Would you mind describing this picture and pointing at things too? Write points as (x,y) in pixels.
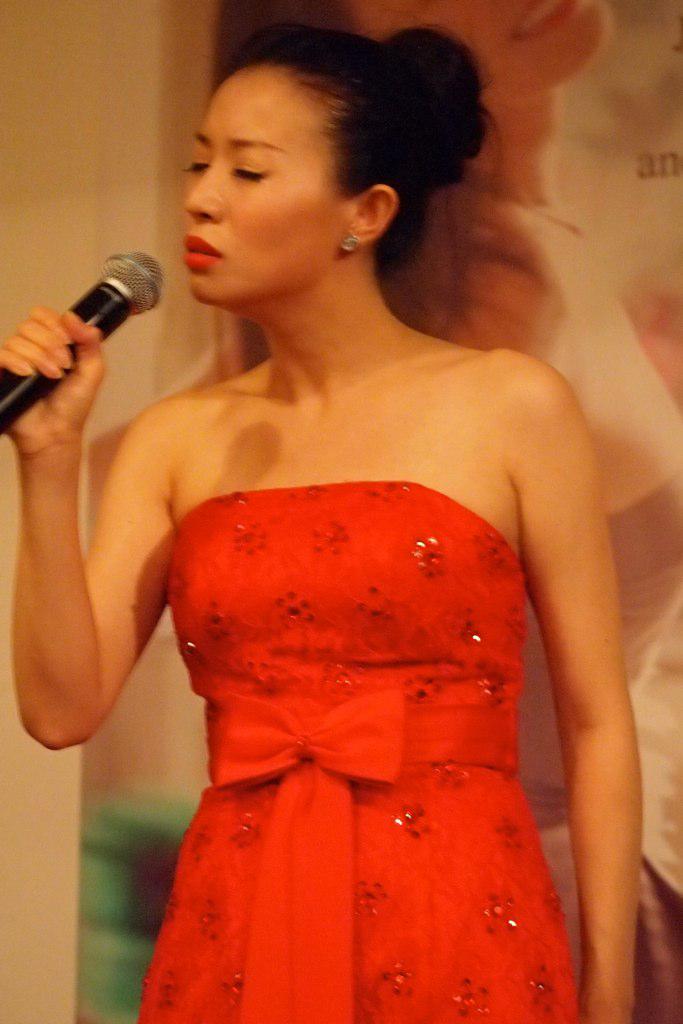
In this picture there is a lady (433,38) who is standing at the center of the image (259,435), by holding the mic (146,285) in her hand (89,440), it seems to be she is singing.
